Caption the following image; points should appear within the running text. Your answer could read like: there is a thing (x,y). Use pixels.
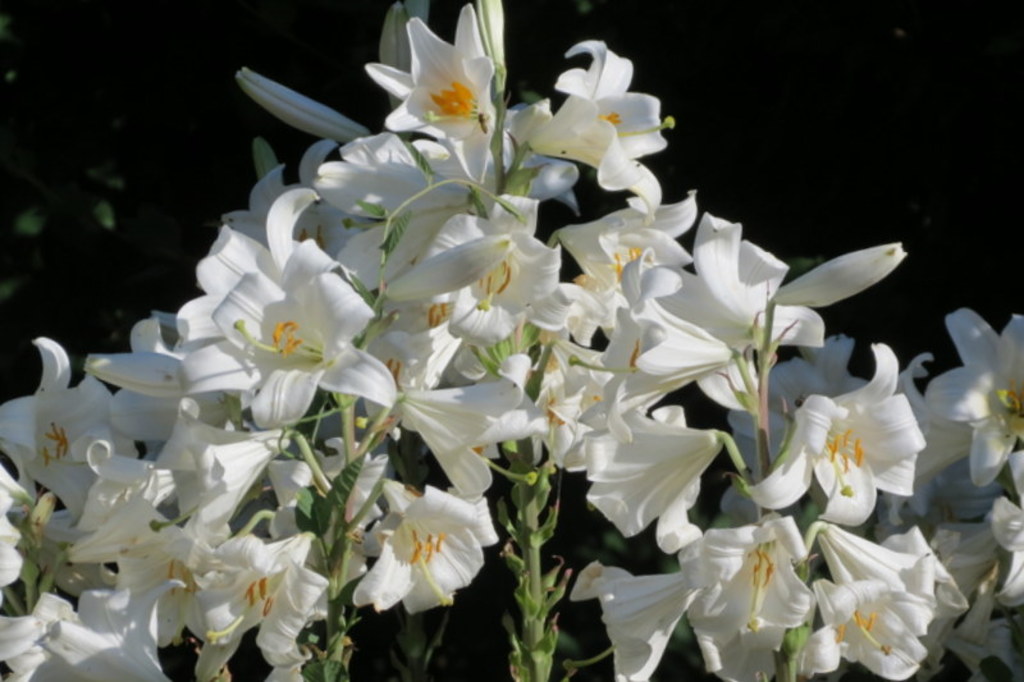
In this image we can see a flowers (451,506) and plants (334,594).
